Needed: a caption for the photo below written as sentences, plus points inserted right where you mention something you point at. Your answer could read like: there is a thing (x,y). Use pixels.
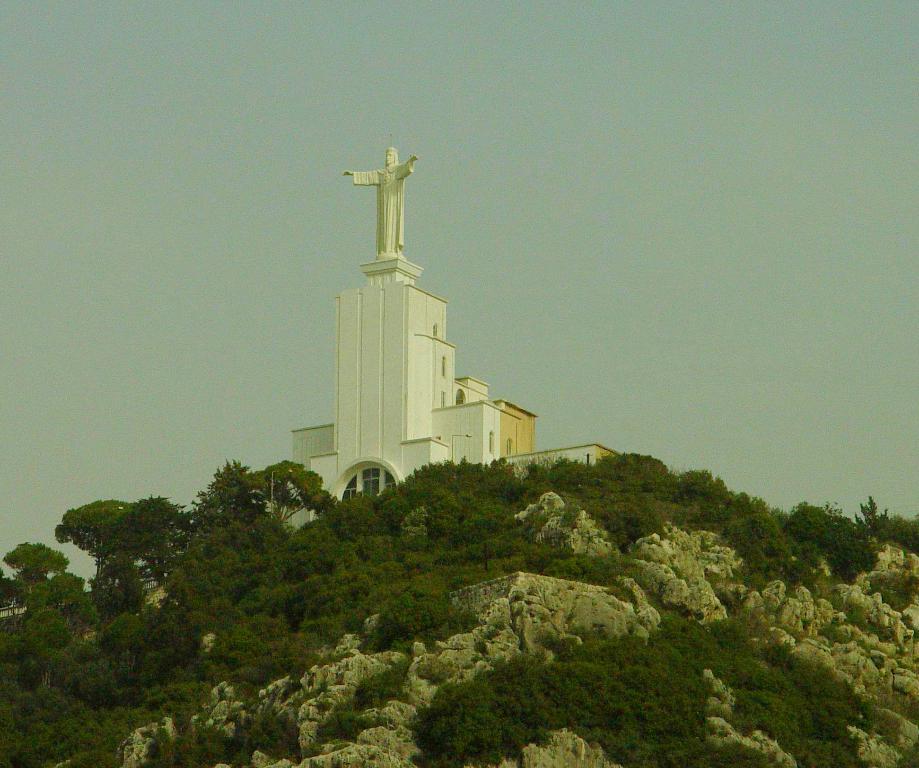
At the down these are the trees (728,618), in the middle (421,325) there is a church (410,419) in white color and a statue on it. This is the sky (698,182).
